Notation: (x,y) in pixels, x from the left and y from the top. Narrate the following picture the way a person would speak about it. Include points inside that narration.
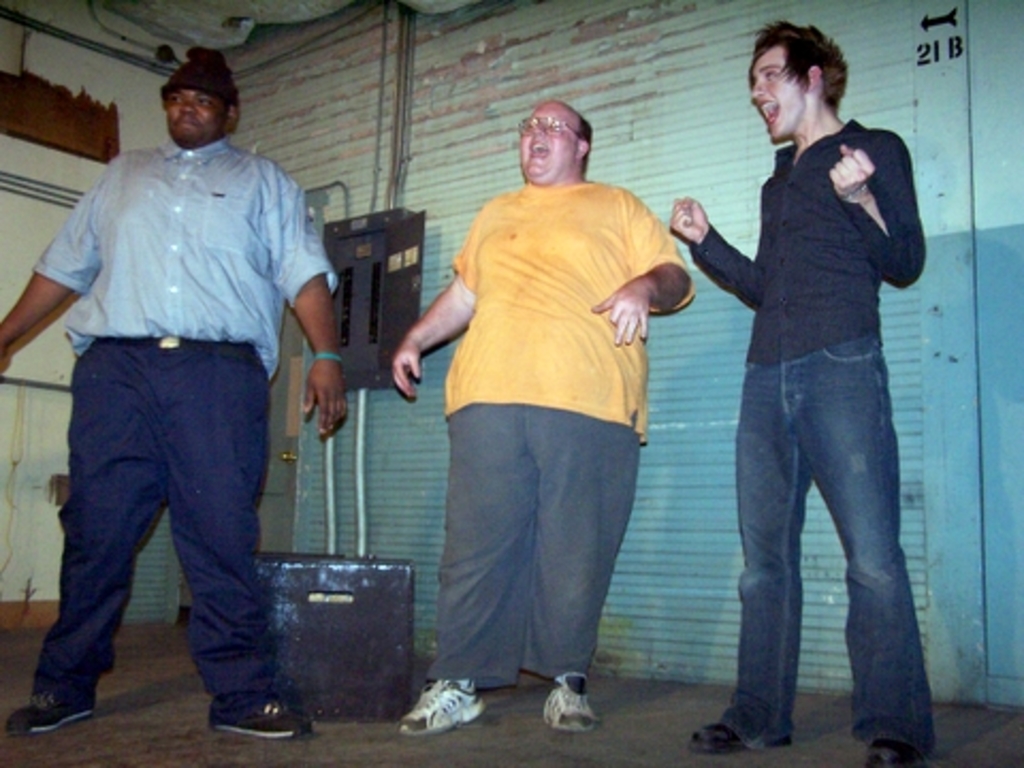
As we can see in the image there is a wall (7,193), rolling shutter (632,167) and three people (516,271) standing over here.
